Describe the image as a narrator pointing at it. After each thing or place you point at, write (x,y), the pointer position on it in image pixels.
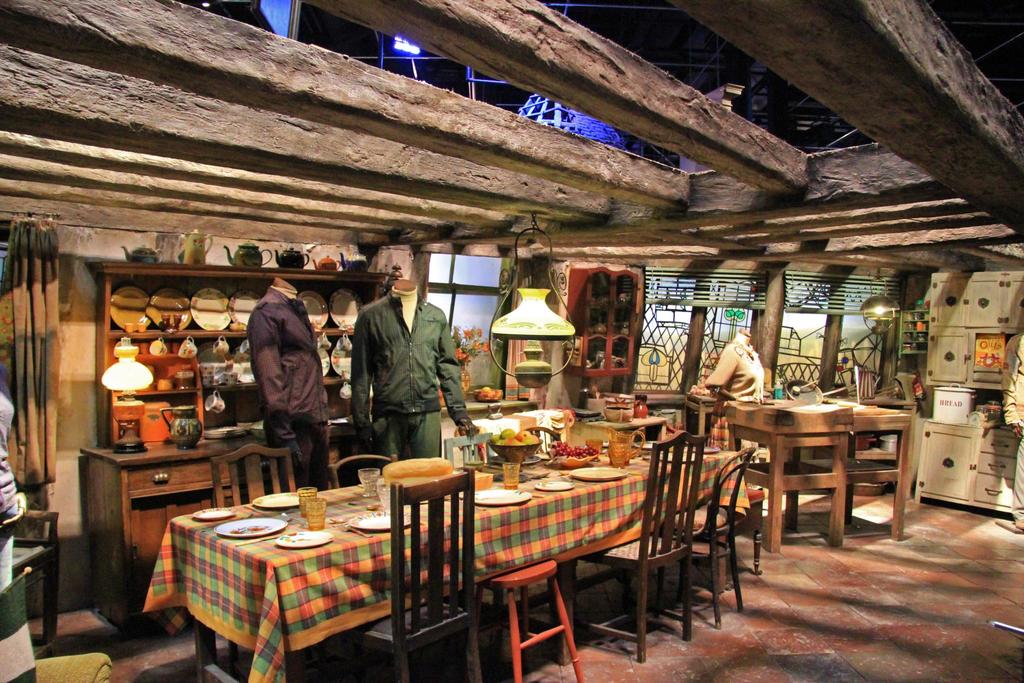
There are mannequins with clothes (286,367) and we can see plates (292,504), glasses (309,525), fruits (506,443) in a bowl (523,450) and objects (536,423) on the table (556,468), lamp (536,371) and chairs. In the background (223,310) we can see lamp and objects (146,424) on the cupboards (160,465) and we can see plates (208,294) in racks (141,265) and cups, top of the racks (127,272) we can see kettles (245,259). We can see curtain (20,471), windows (468,326) and objects (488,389) in cupboard (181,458). On the right side of the image (951,278) we can see cupboards (983,287) and few objects (958,394). Top of the image (838,161) we can see wooden poles (505,50), light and objects (531,110).
